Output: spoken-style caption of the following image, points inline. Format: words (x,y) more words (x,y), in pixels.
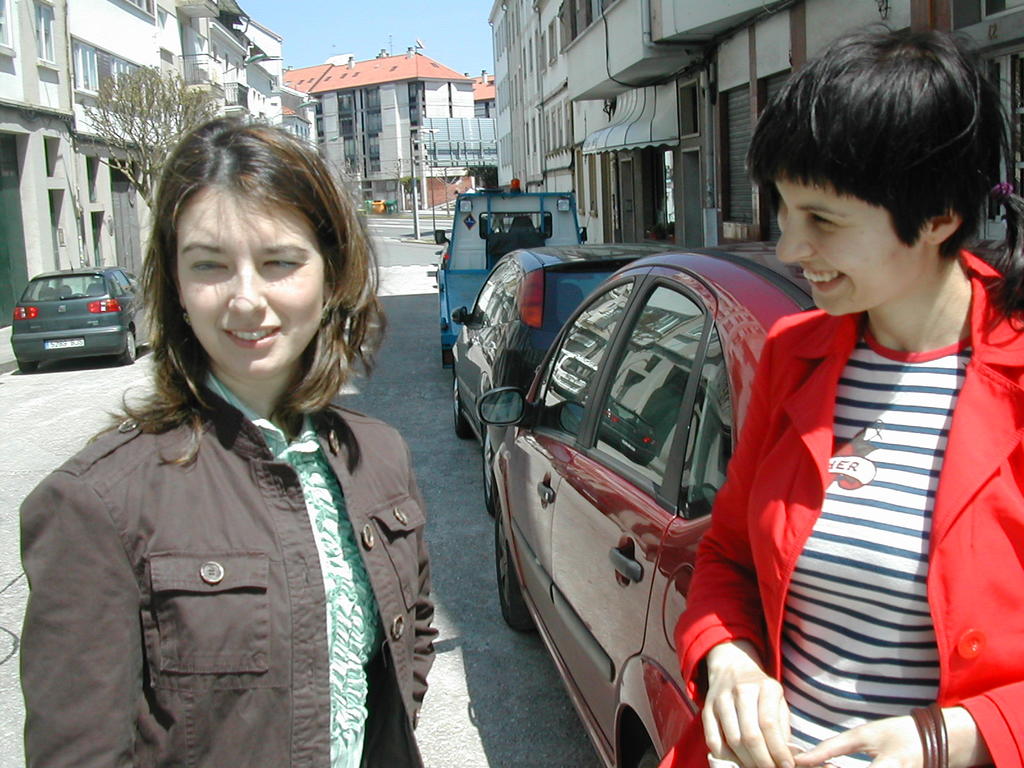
In this image there are two persons (297,393) standing in the center (393,489) and smiling. In the background (675,472) there are cars (617,430), there are buildings (458,83), and there is a dry tree (143,125).
